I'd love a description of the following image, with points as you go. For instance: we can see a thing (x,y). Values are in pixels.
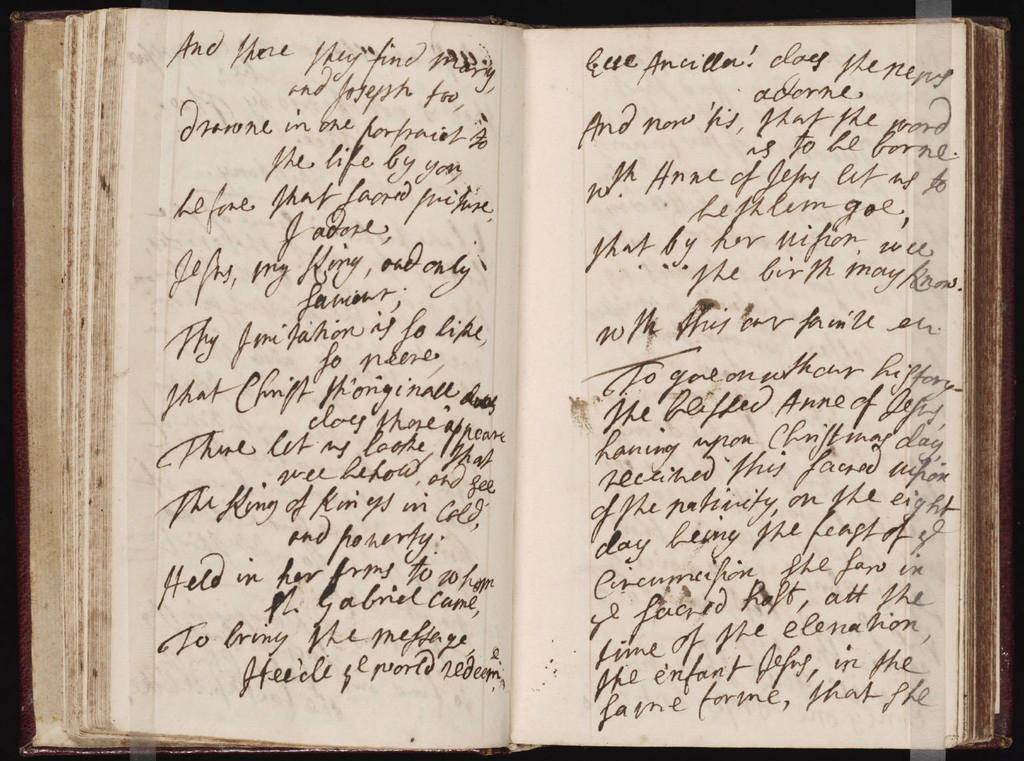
In this image we can see a book (633,673) with some text (673,181) written on it.
